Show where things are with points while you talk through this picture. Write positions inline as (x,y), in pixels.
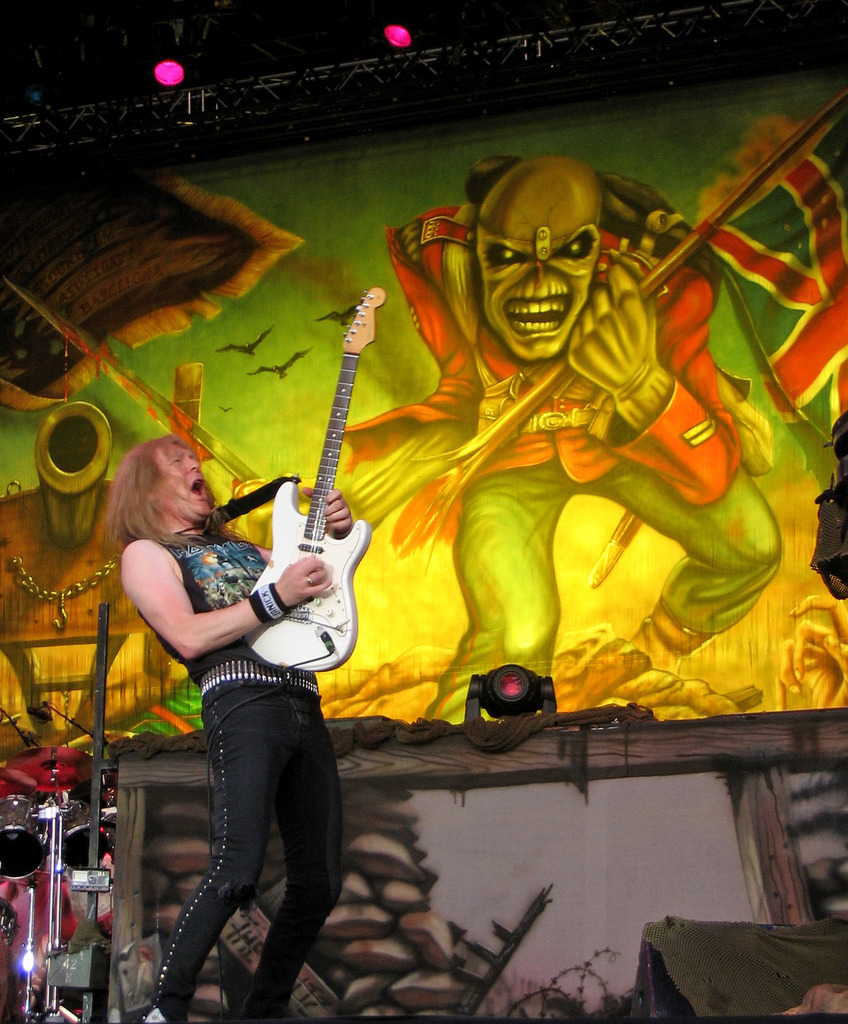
In a picture there is one person (319,703) standing and playing a guitar (305,533). The guitar (305,539) is in white colour and he is wearing black dress (273,796) and behind him there are drums (41,878) and there is a big poster (777,459) where in the poster (472,303) there is one person (644,347) is holding a flag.
